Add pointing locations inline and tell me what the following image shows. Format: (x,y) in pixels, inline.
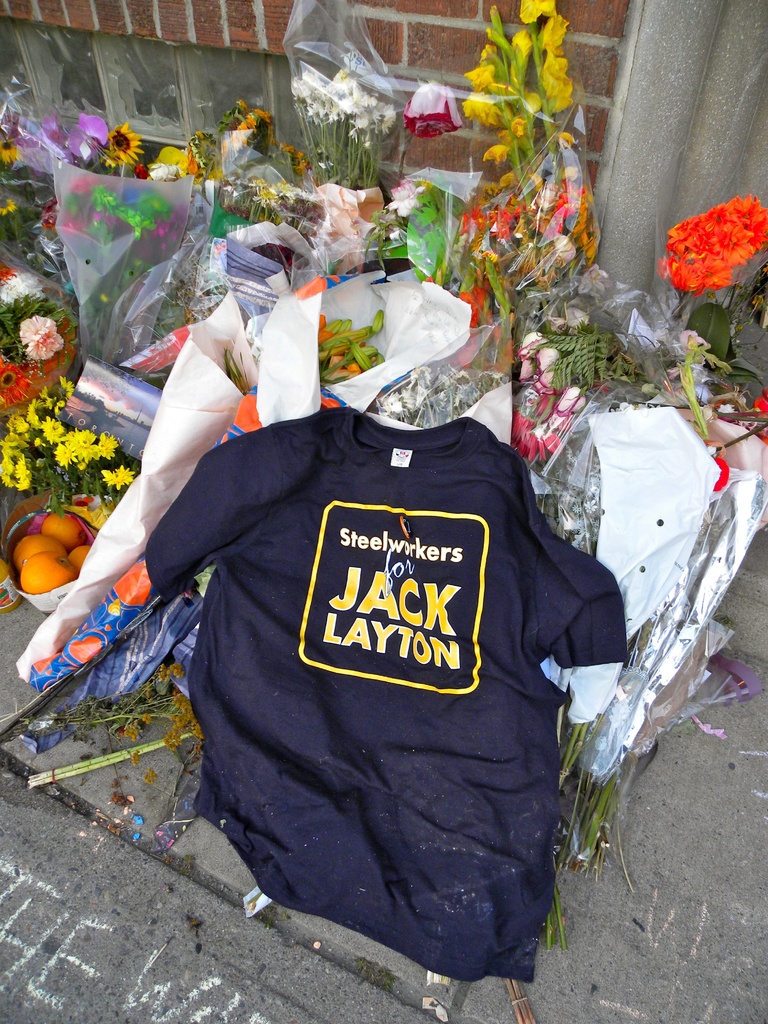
In the image we can see a T-shirt (340,709), black in color, on it there is a text (376,598). We can even see there are many flower bouquets (397,309). This is a footpath (613,961), brick wall (598,7) and fruits (31,579).
